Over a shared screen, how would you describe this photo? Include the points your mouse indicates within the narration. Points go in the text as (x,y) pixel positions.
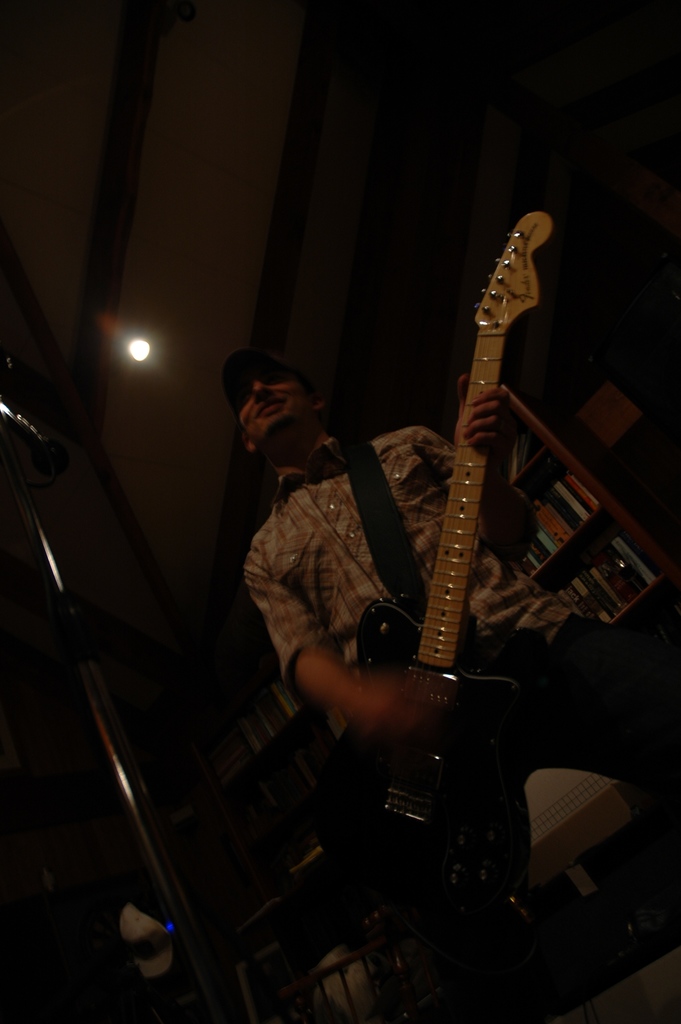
This is a picture taken in a room (270,507). It is dark. There is a man (295,634) who is holding guitar (419,697). Background of this man (394,693) there is shelf (563,548) on the shelf (553,562) there are books (270,725) and a roof top (197,353) with a light (144,351).
